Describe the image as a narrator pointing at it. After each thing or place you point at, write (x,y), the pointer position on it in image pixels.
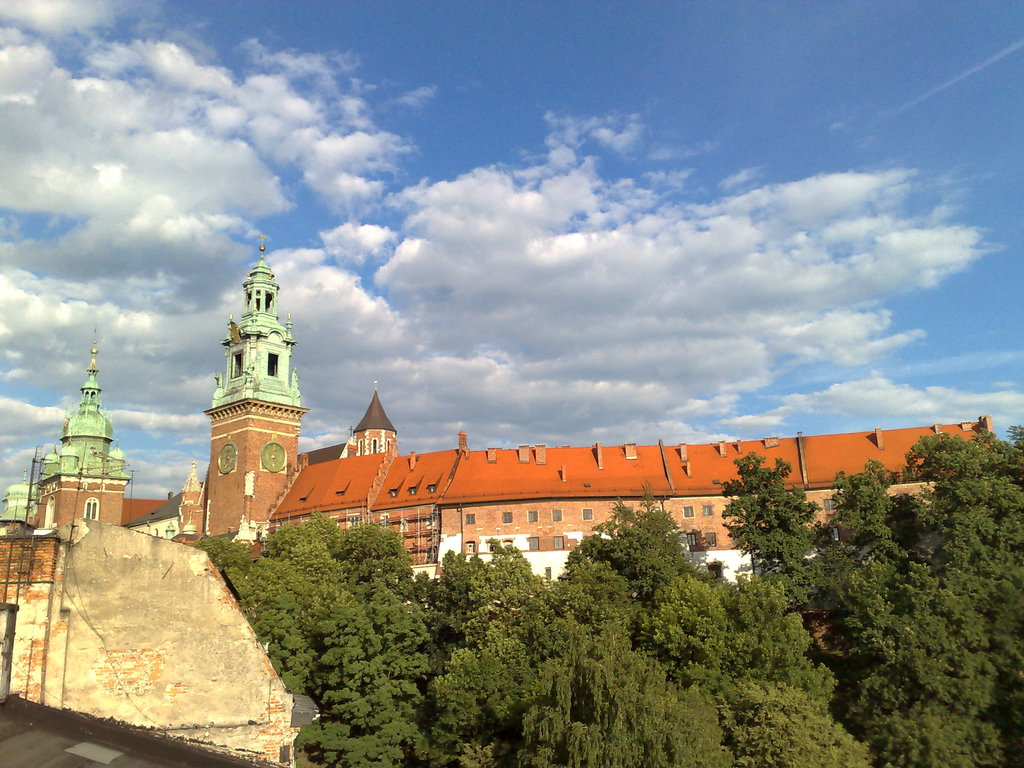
Here we can see trees (531,582) and buildings (373,491). In the background (391,301) there is sky (480,281) with clouds (547,396).
